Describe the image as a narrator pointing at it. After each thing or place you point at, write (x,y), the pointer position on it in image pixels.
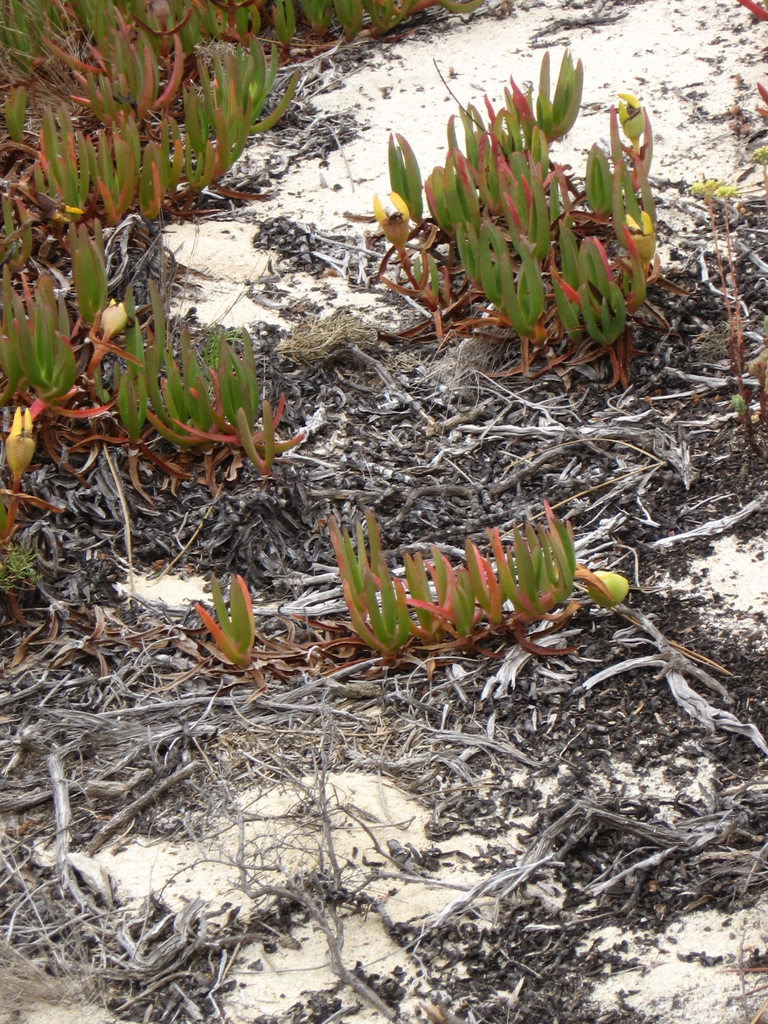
In this picture we can see dry stems (329,722) on the land (644,680), it seems like plants (78,187) at the top side (617,312).
